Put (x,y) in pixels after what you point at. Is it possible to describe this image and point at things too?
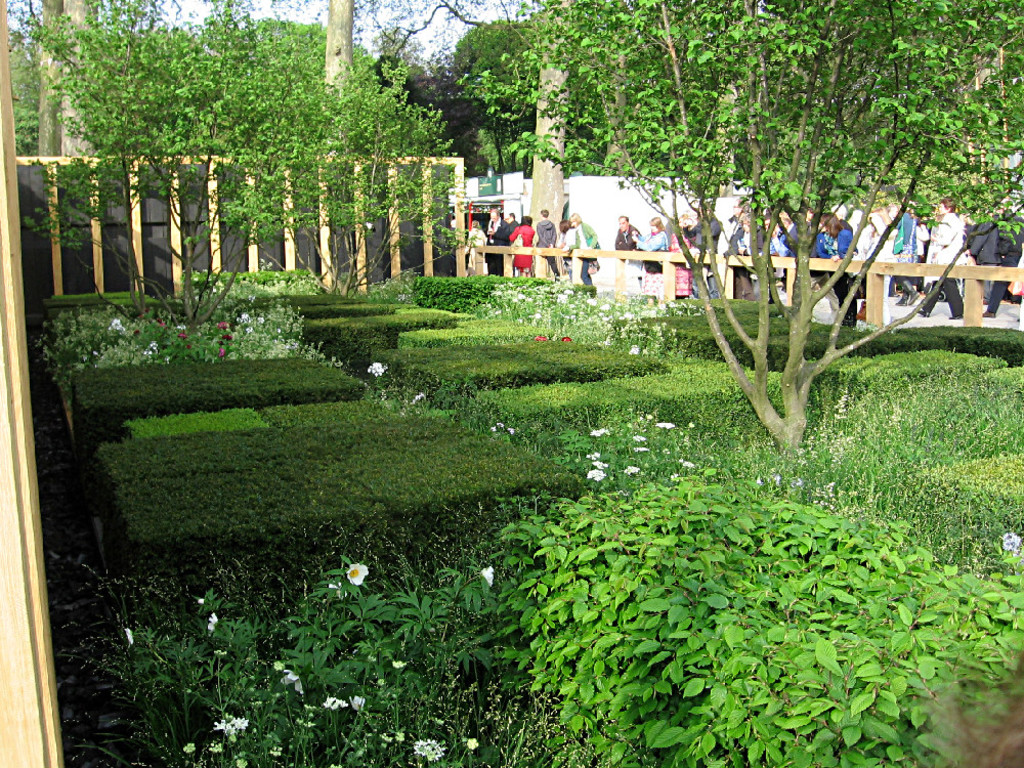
In this image there are so many plants (423,474) and trees (301,216) at the left side (316,630), on the right side (947,263) there is a road (1022,318) beside the fence (823,261) where so many people (747,234) are walking.
